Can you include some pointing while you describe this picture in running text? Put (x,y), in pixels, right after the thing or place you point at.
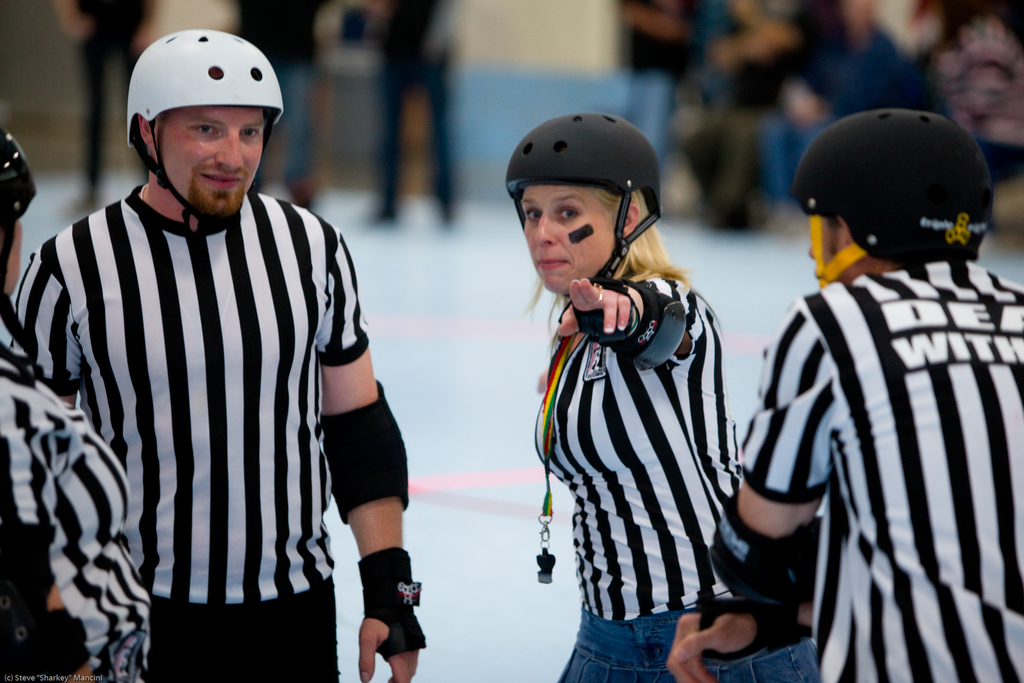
in this image I can see there are four persons (278,424) and they are wearing a white and black color striped shirts (921,428), at the top (967,73) I can see persons (907,85).
